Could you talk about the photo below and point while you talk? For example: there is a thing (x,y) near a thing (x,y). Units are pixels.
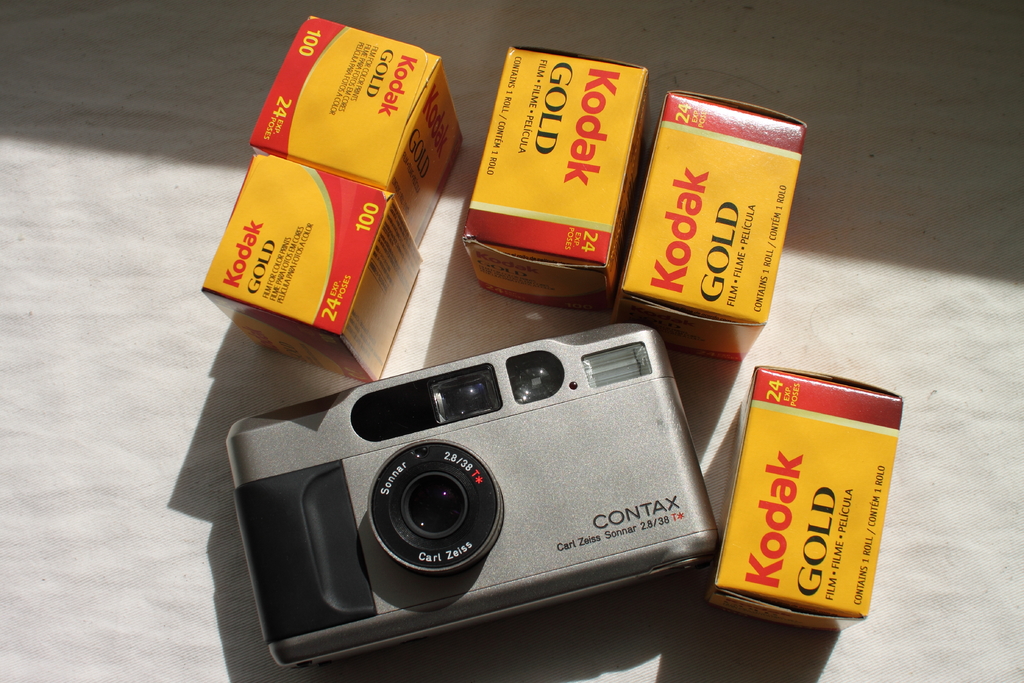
In this image we can see a camera (533,438) and camera reels (380,179). In the background of the image (155,411) there is a white background (98,430).
